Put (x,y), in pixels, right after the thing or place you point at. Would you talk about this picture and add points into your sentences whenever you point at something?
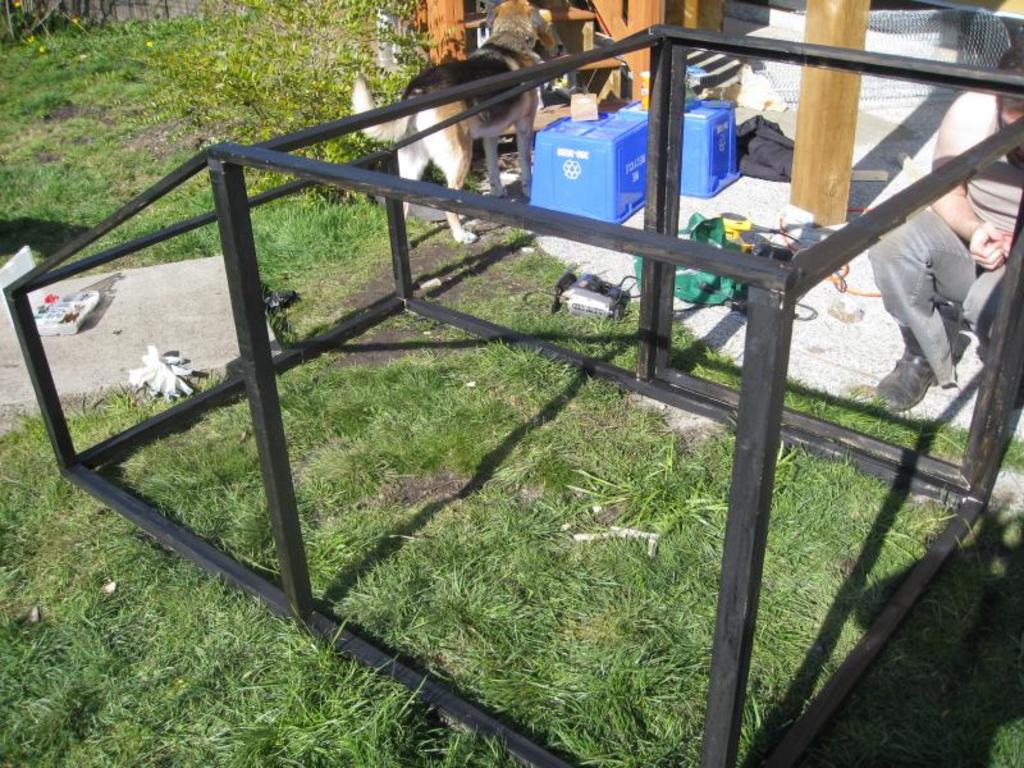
In this image, we can see rods (1013,404) on the grass (644,587). Top of the image (712,131), we can see dog (528,163), blue boxes (620,186), plant (321,56), wooden objects (650,48), mesh (929,53), person (992,98) and few things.
